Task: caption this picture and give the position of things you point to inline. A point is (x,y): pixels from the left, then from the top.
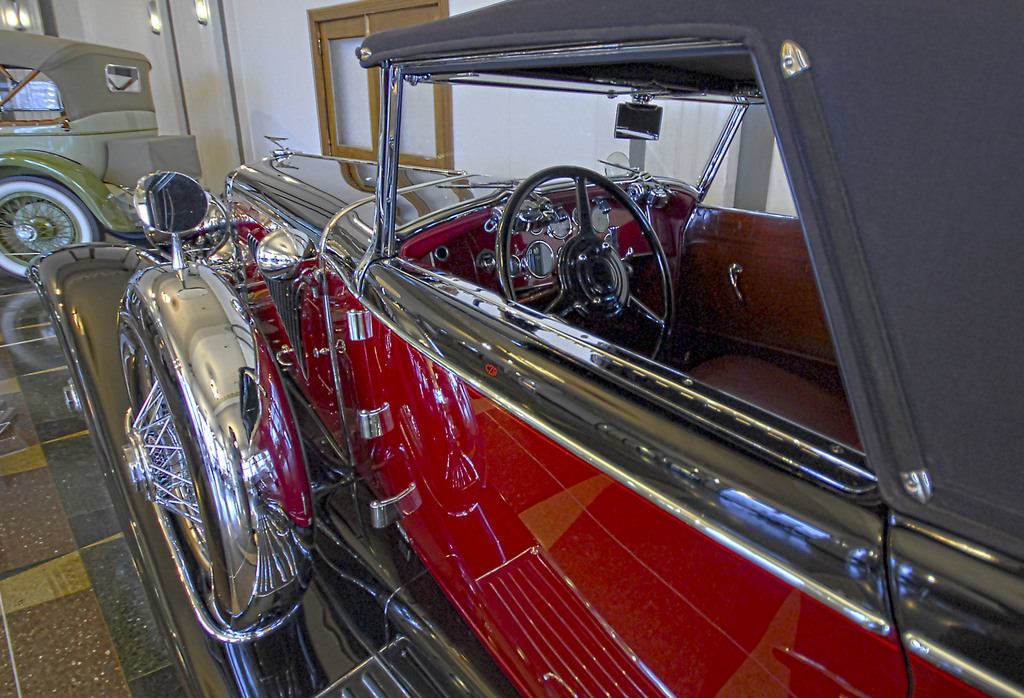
In this image there are vintage cars (121,228) parked on the floor (91,545). Behind them there is a wall (578,107). In the center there is a glass window (367,117) to the wall (186,20). At the top (25,12) there are lamps (154,13) to the wall (108,13).
